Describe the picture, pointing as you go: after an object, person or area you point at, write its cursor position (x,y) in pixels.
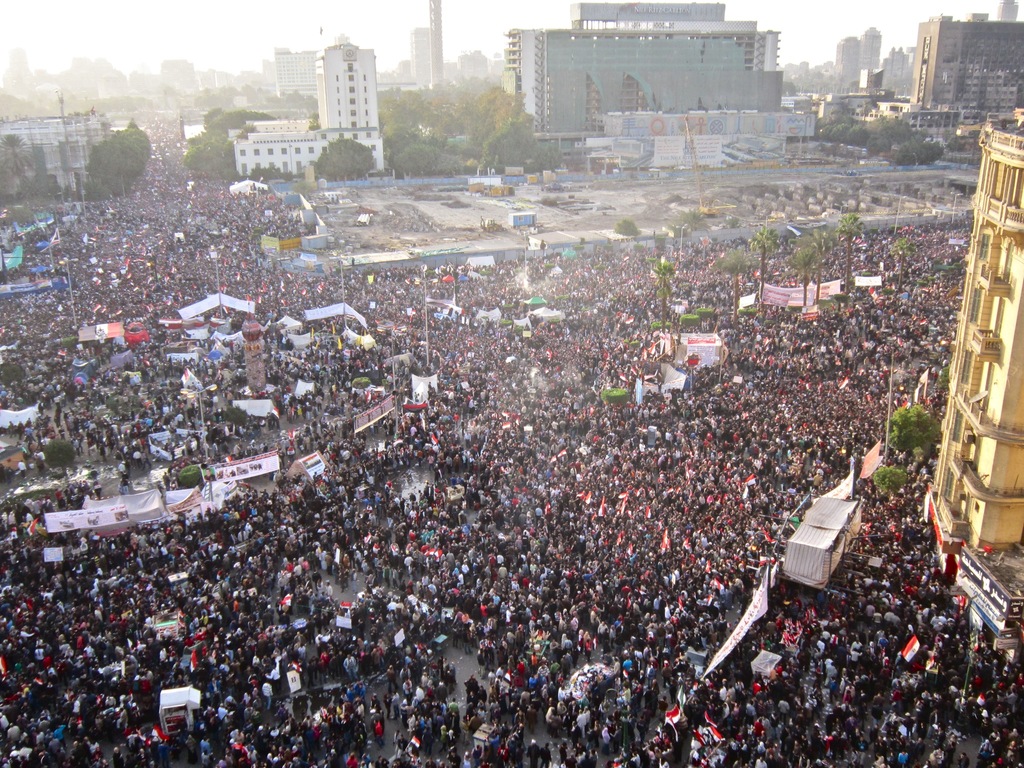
There are group of people (414,335) standing. These are the banners (315,457). I can see the trees (3,197). These look like poles (342,298). These are the buildings (463,67).
